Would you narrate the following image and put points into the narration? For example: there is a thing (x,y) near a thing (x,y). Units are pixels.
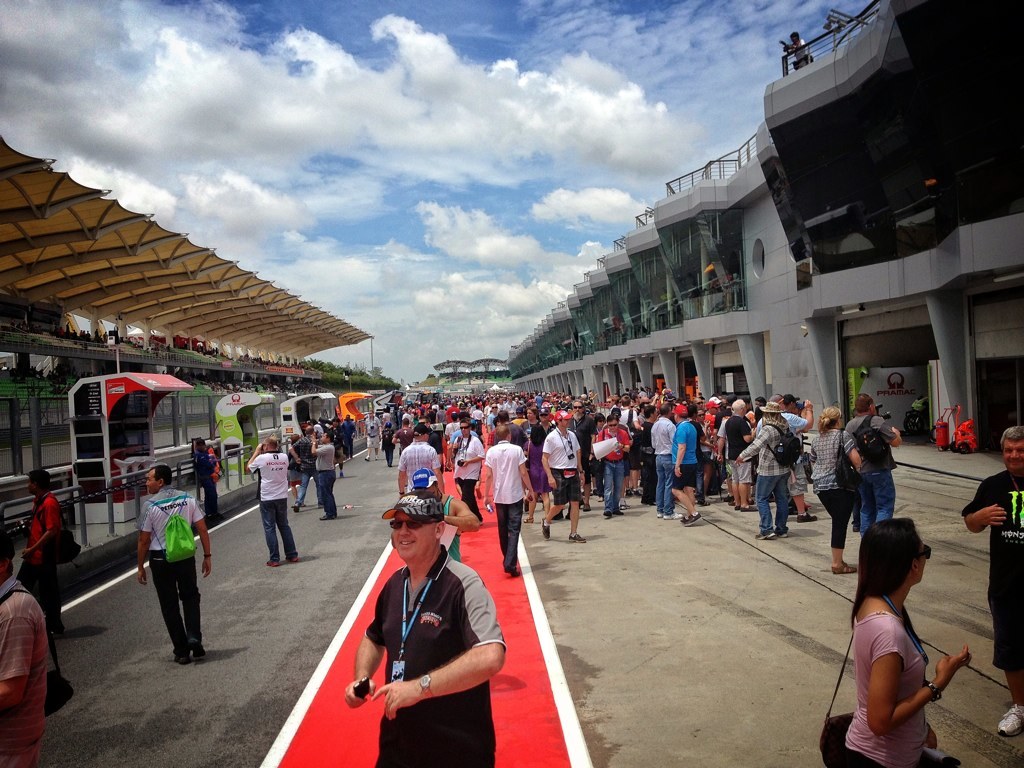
There are persons (154,562) in different color dresses (429,463) on the road (609,650) on which, there are red and white color lines (352,613). On both sides of this road (746,525), there are buildings (546,341). In the background (475,232), there are clouds (460,168) in the blue sky (546,214).
